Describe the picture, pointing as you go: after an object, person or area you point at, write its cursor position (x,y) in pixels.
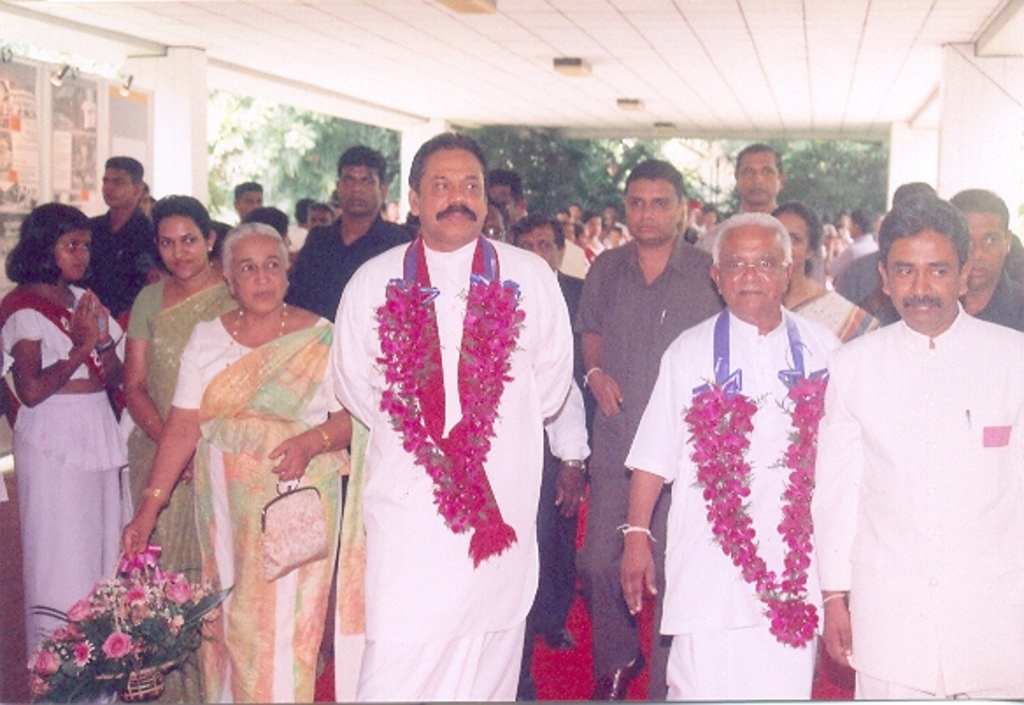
This picture shows few people (468,179) are standing and we see couple of men (346,376) wore garlands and we see a flower basket (84,658) on the side and we see trees (788,162) and posters (23,142) on the wall (19,127) and we see a woman (250,484) holding a purse (287,498) in her hand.
